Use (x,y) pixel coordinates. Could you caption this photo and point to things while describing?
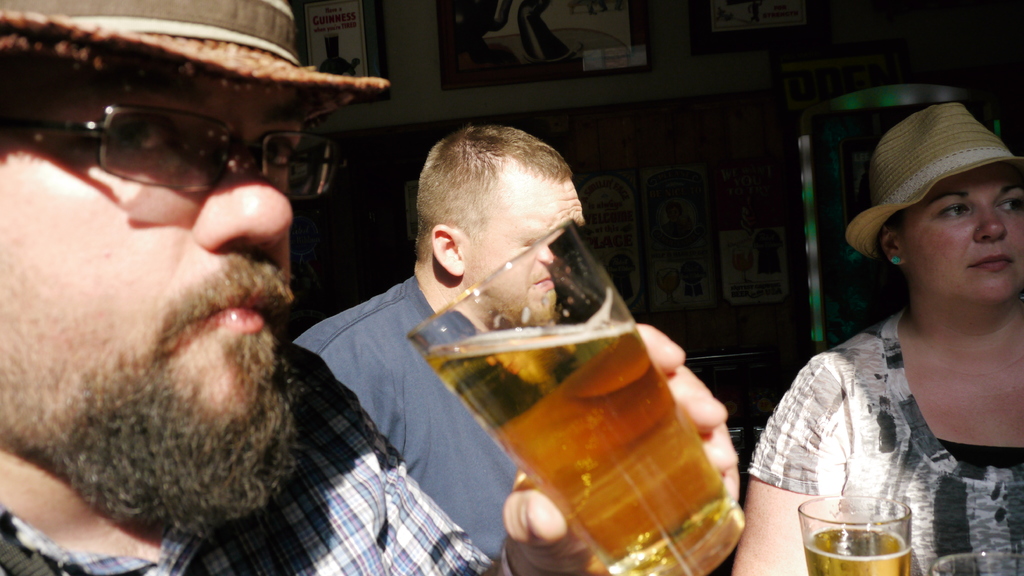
3 people (188,302) are sitting. the people (190,203) at the left (195,42) and right are wearing hats (956,160). the person (155,221) at the left (258,510) is holding a glass (593,430) of a drink (635,467). behind them there are photo frames (565,59) on the wall (668,140).
